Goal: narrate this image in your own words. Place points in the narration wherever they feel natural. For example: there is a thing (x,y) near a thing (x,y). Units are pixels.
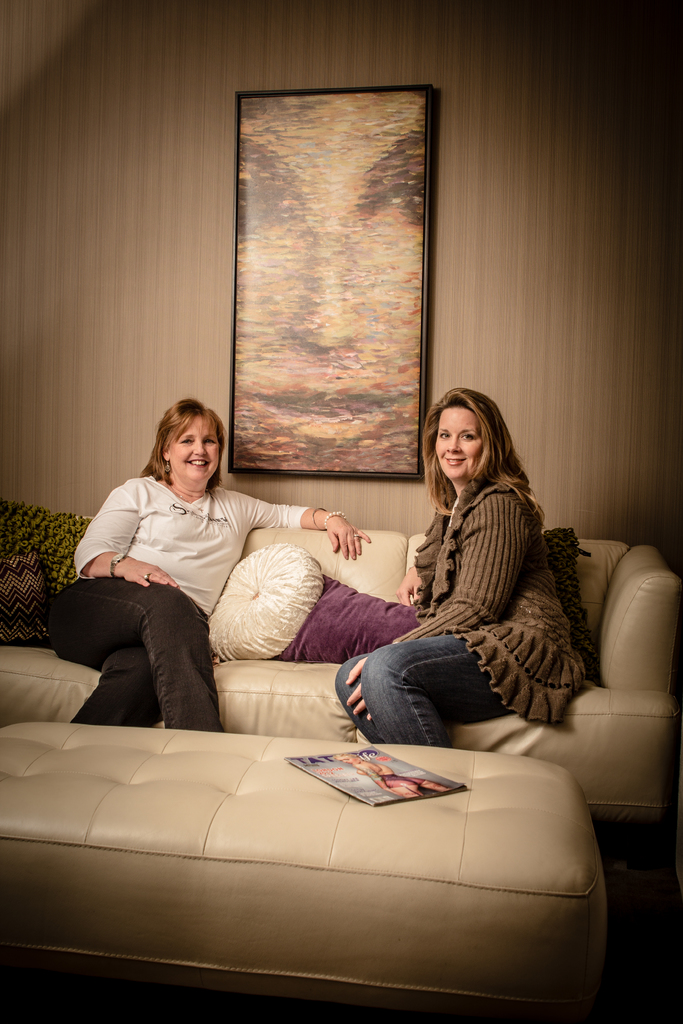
In the middle (413,674) there are two women (74,601) sitting on the sofa (316,680), they are smiling, they are staring at something. In the middle (290,537) there is a sofa (569,728) on that there are pillows (304,626), In front of that sofa (254,729), there is a table (295,846) on the table (320,792) there is a book (356,787). In the background (277,272) there is a photo frame (327,236).
